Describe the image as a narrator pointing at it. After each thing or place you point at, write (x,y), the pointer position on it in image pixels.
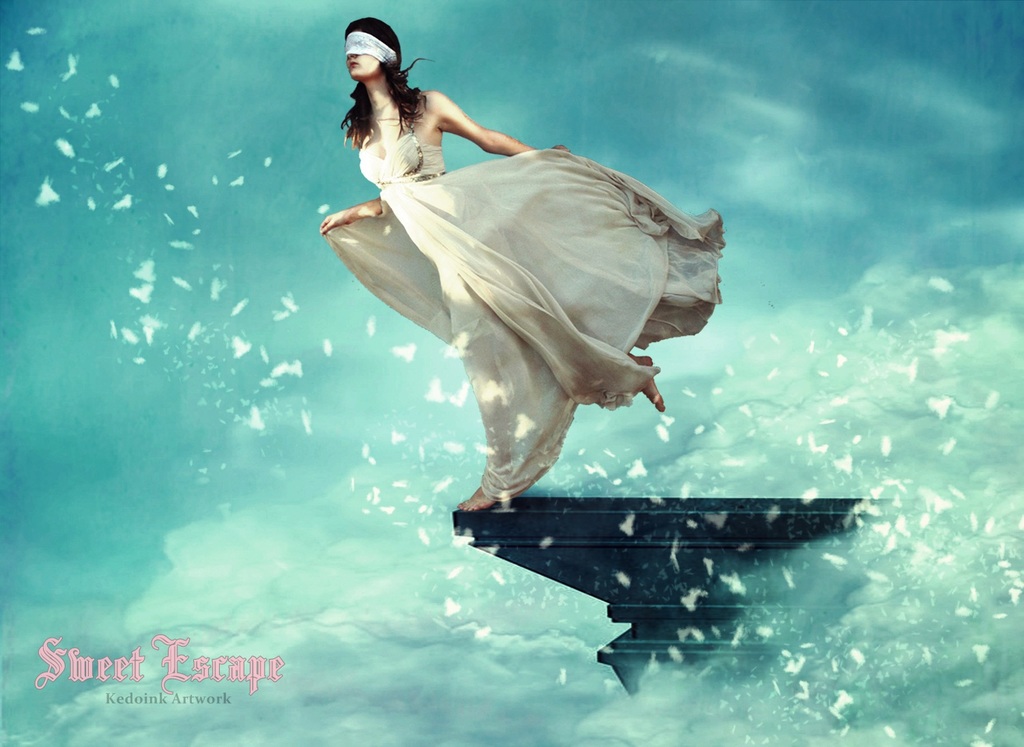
In this image I can see the person (440,301) wearing the cream color dress (504,487) and standing on the black color object (539,569). I can see the person (362,136) is blindfolded. And there is a blue and white color background (16,648). I can see this is an edited image.
